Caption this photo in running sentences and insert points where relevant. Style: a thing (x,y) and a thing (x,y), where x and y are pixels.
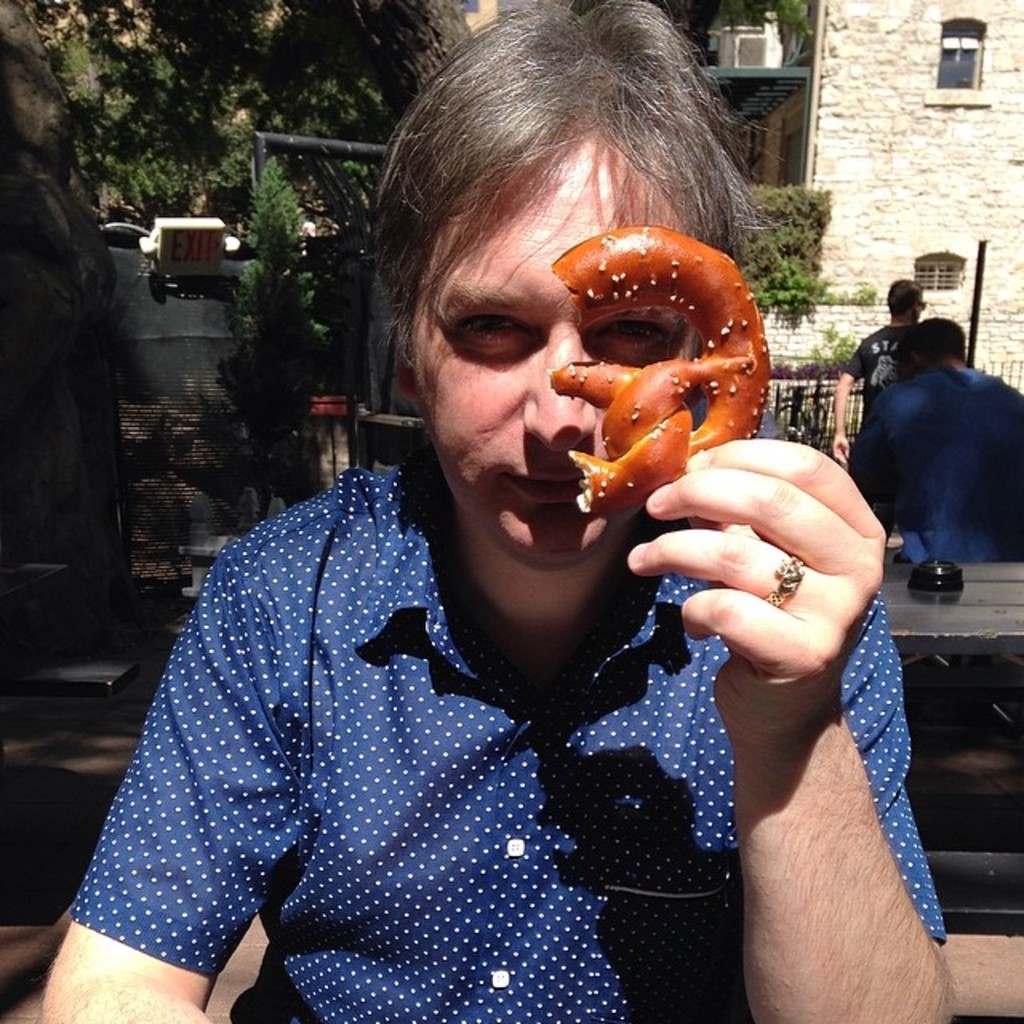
In this image i can see a person (577,697) holding an object (632,448) in his hand (707,543). In the background (101,83) i can see trees (169,76), few signs (186,218), a building (949,142) and few persons (967,383).
